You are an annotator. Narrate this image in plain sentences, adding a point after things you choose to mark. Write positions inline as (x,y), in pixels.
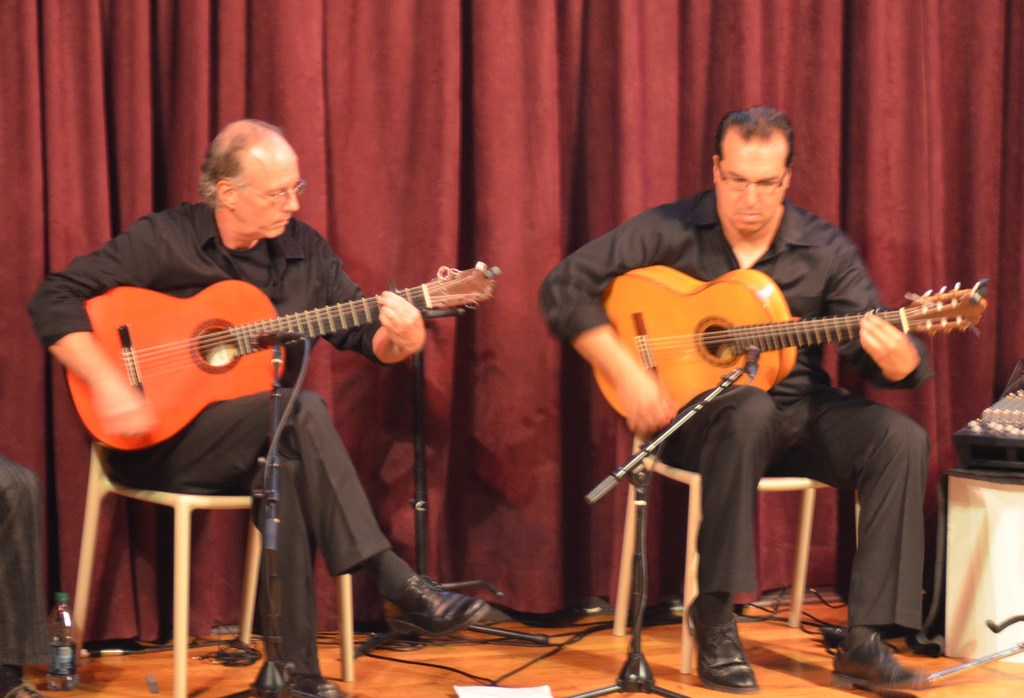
In this image we can see this two persons (637,392) are sitting on the chairs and playing guitars (227,393). In the background (528,350) we can see curtains (451,132).
